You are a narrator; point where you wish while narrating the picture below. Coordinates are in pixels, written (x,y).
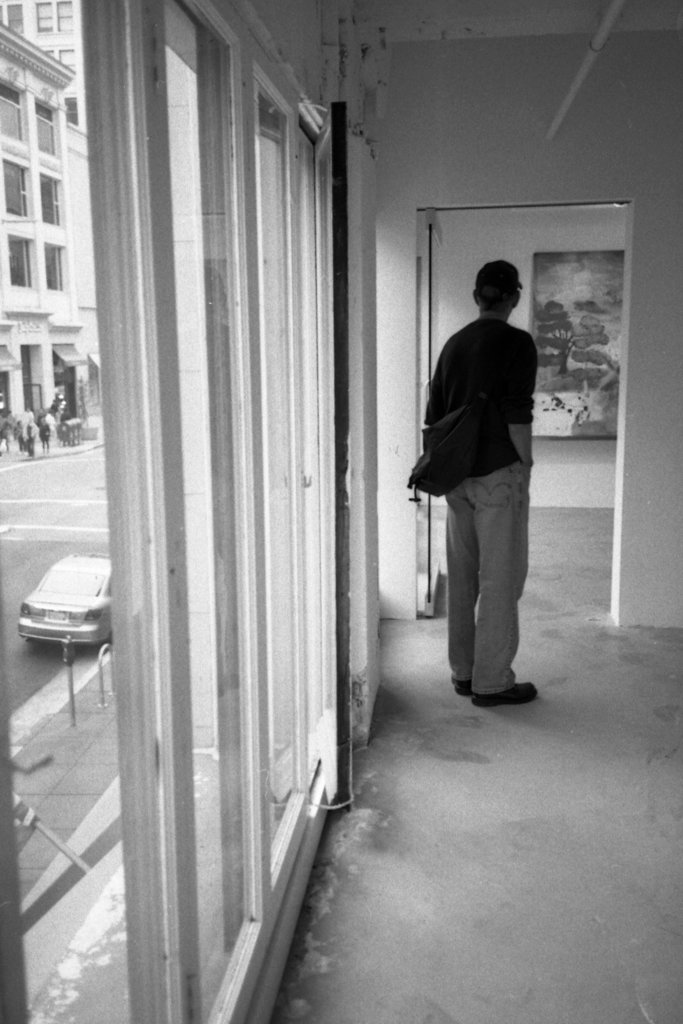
In this picture there is a man (521,499) standing on the floor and carrying a bag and we can see glass (58,771), through glass (94,716) we can see car (63,611) on the road (50,670), rods (102,686), people (1,440) and buildings (37,279). In the background of the image (564,274) we can see a board (536,300) on the wall (535,245).
